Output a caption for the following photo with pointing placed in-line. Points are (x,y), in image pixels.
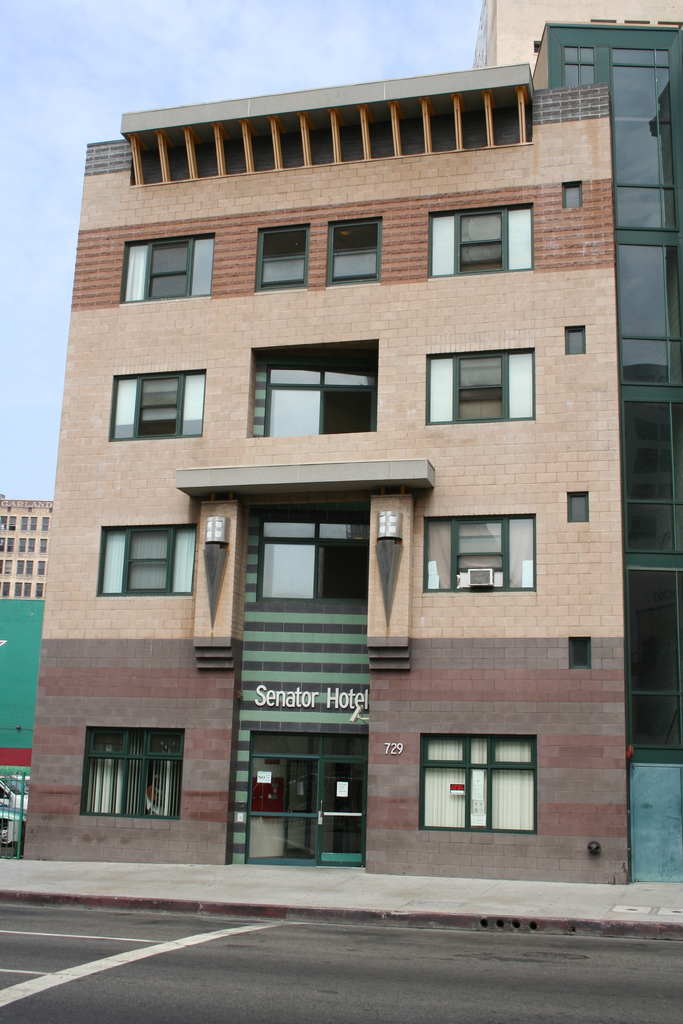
In this image I can see a building (302,673) which is brown, cream and green in color and few windows (143,386) of the building (315,354). I can see the road (232,937) and the sidewalk (270,882). In the background (637,0) I can see few other buildings (13,576) and the sky (115,97).
